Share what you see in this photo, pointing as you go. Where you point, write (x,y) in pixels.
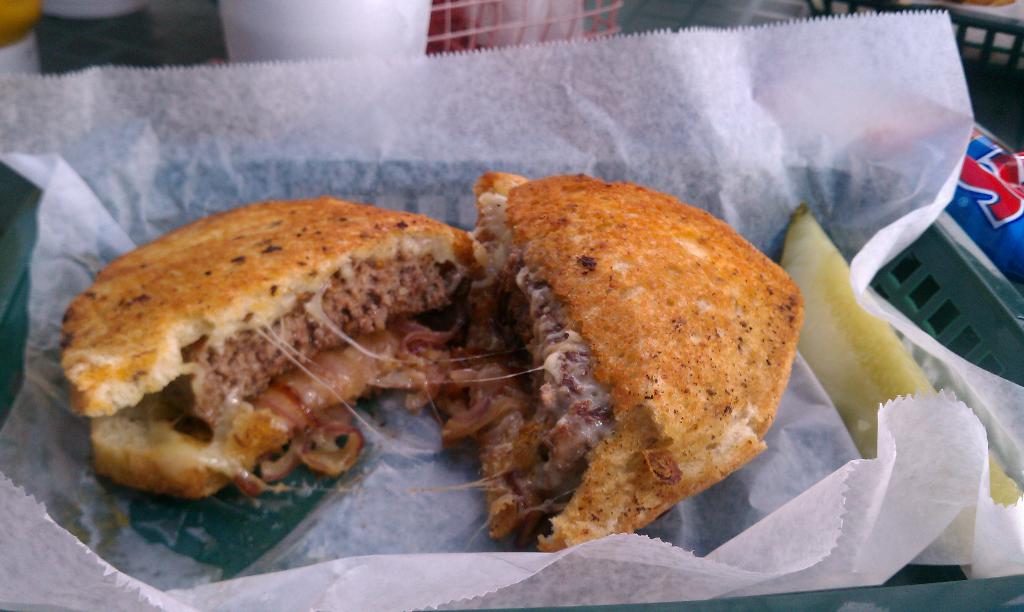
In the image I can see a tissue (97,201) on which there is a food item (184,285).
